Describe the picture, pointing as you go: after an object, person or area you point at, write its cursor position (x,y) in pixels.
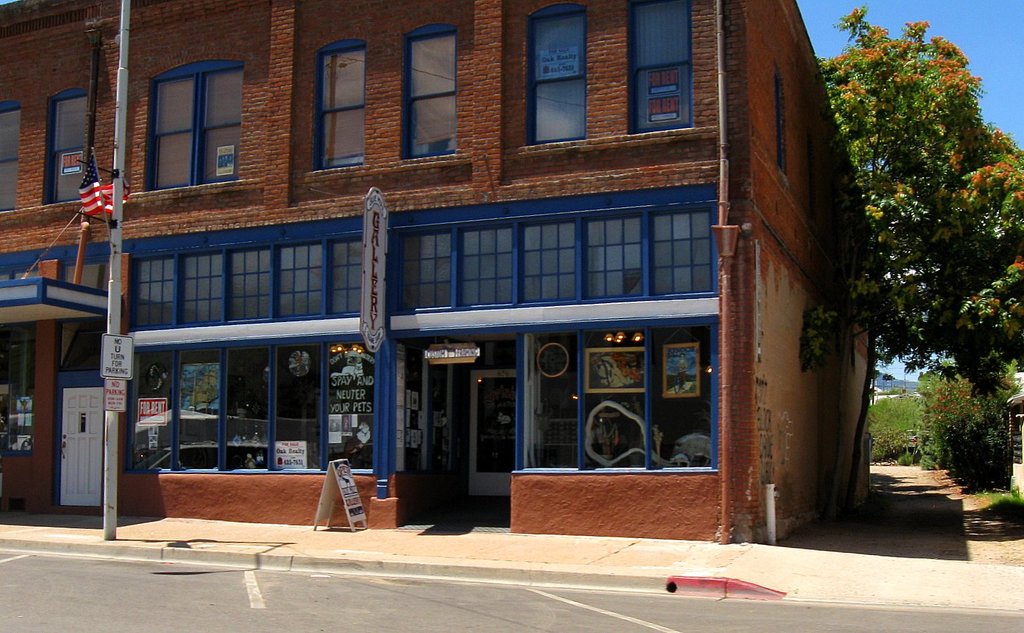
In this image I can see few stalls (327,322), lights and I can also see the flag (112,209), pole (112,209) and the building (488,151) is in brown color and I can also see few glass windows (335,124), trees (955,77) in green color and the sky (975,42) is in blue color.
